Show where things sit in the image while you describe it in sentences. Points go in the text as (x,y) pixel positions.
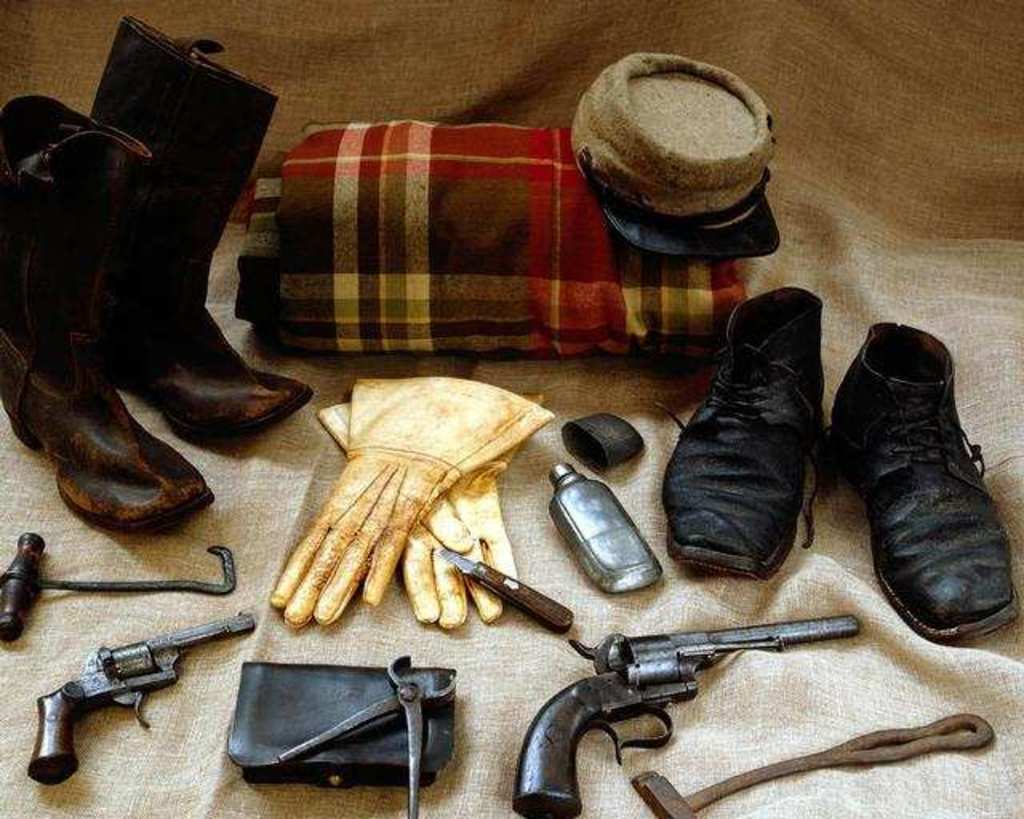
In this image on a carpet (802,656) there are shoes (788,534), guns (622,696), gloves (447,454), cap (671,243), blanket (385,304) and few other things (253,669) are there.
